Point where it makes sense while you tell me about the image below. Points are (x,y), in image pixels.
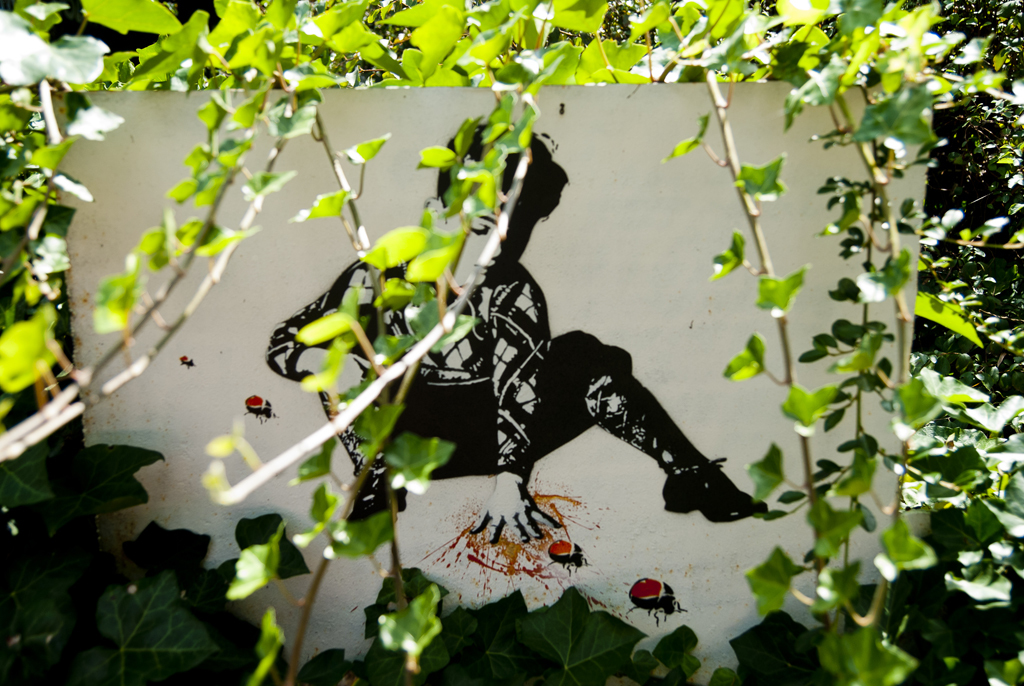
In the image I can see a poster (559,493) in which there is the picture (484,391) of a boy (473,331) and also I can see some stems (444,324) to which there are some leaves (50,240).
